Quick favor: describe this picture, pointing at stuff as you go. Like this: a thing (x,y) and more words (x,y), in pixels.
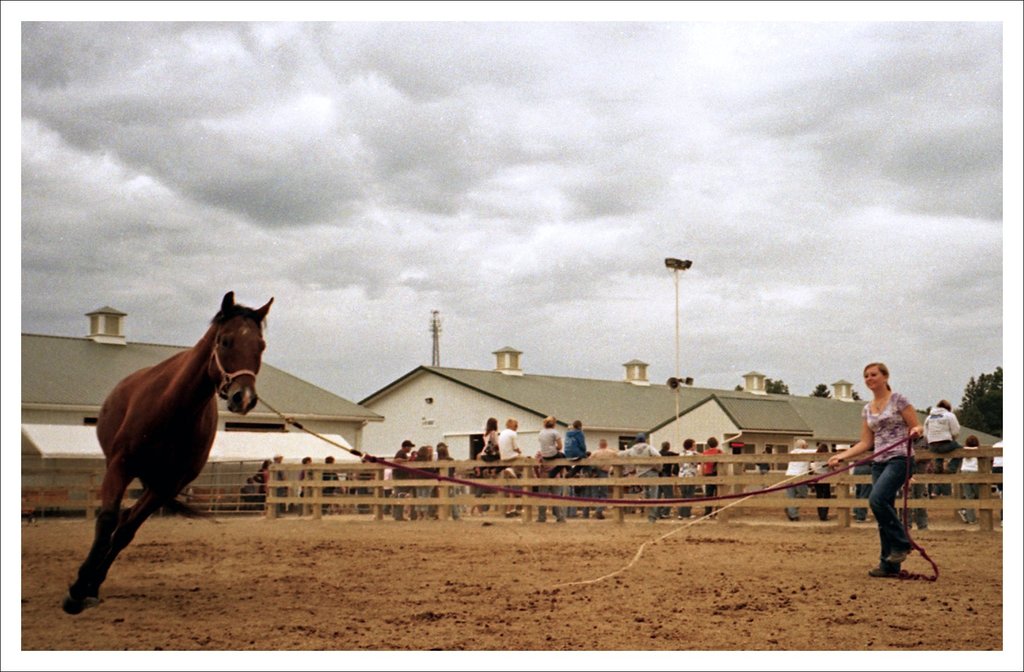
In this picture I can see there is a woman (906,452) standing and she is holding a rope (490,484) and it is tied to the horse (195,376), there is soil (60,554) on the floor (146,543). In the backdrop (417,492) there is a wooden fence (488,468), there are a few people (495,440) sitting on the fence (593,459) and there are a few more people (608,457) standing behind the fence (664,505) and there are two buildings (562,398) in the backdrop (635,391), there are electric poles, there are few trees (982,397) on right side (996,411) and the sky (597,111) is cloudy.
